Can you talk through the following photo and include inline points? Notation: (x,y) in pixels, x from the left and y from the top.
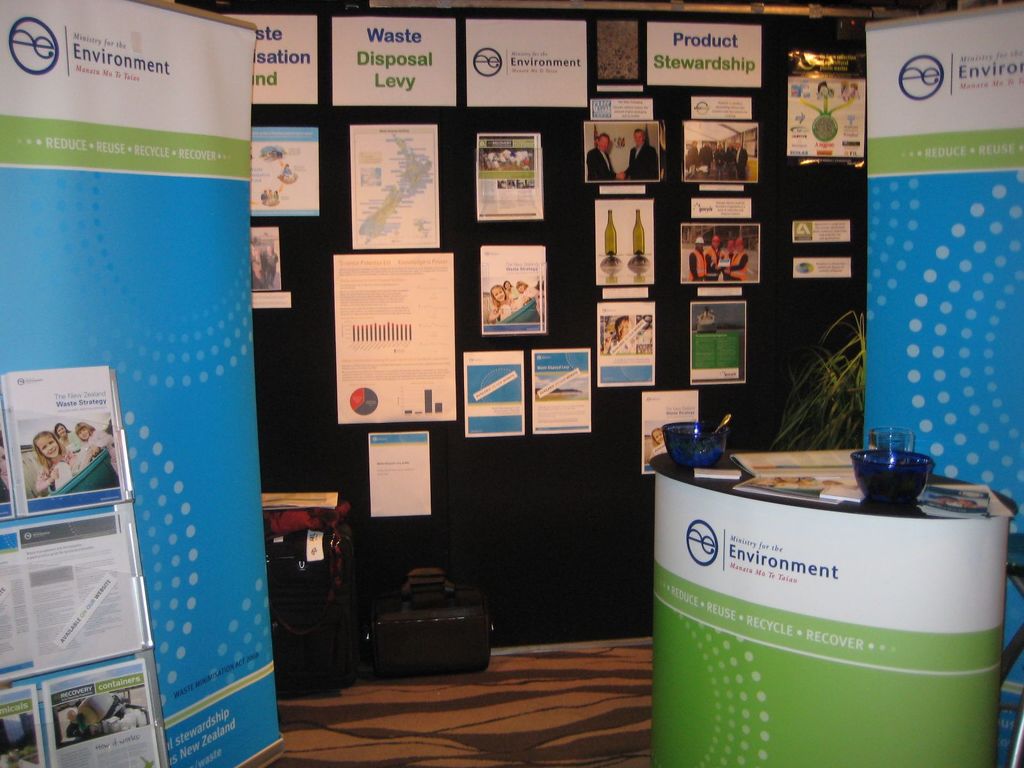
On the left (167,241) there are banner (147,552) and posters (16,619). On the right (904,573) there are banner (1002,138) and desk (900,565), on the desk (709,480) there bowls (869,489) and pamphlets (790,489). In the center of the picture (431,326) there are posters (426,183) sticked on the wall (430,537) and there are bags (351,569) and other objects (310,527). On the right (842,375) there is a plant (828,406).
